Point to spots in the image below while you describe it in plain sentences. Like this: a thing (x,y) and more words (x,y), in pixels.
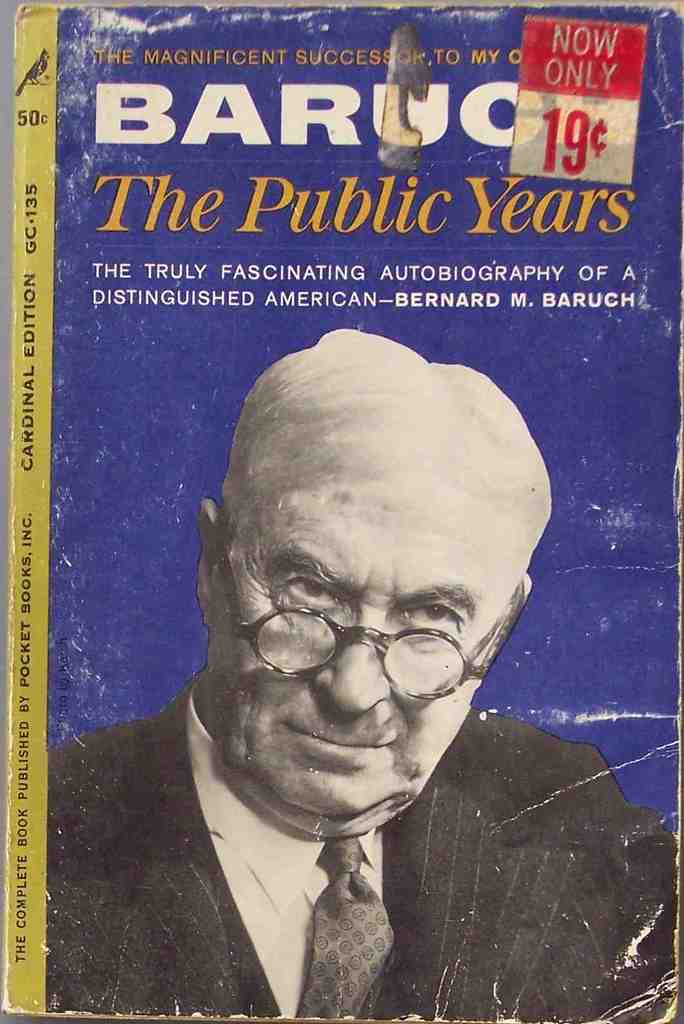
In this image we can see a book (301,590), A book (343,553) is color of blue and with yellow and cover page (350,728) is covered with a person (341,726) and wearing a specs (404,666).
